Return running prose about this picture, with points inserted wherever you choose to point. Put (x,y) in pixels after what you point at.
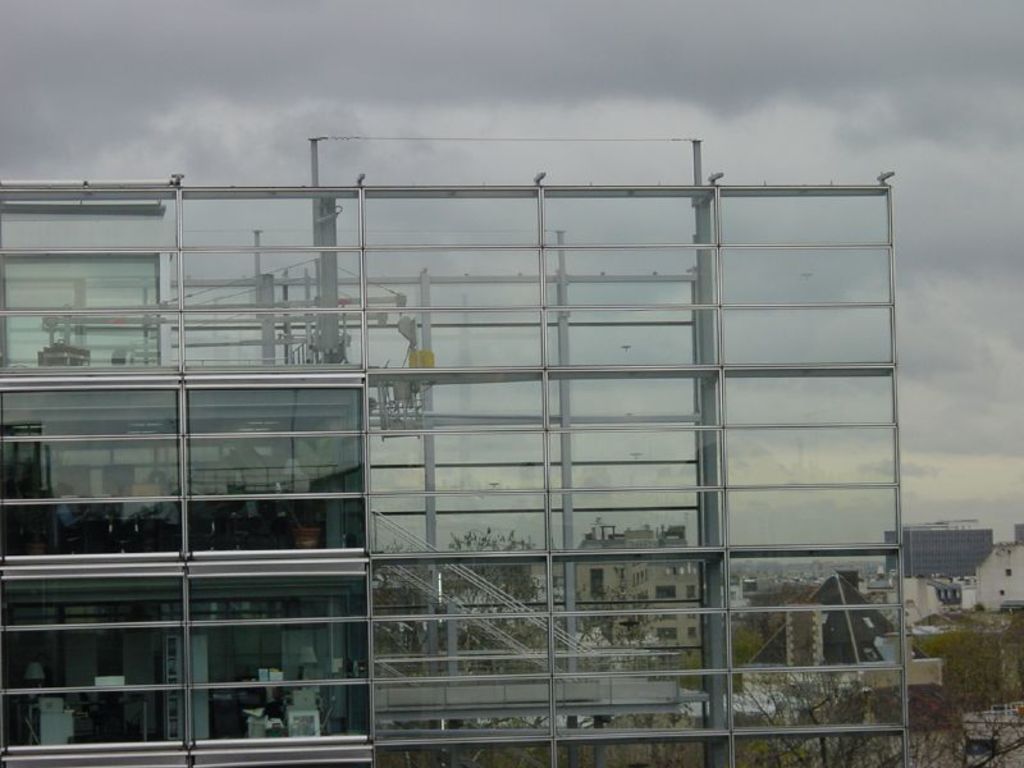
In this image I can see a building (185,577) which is made of glass (544,624). Through the glass windows (279,653) of the building (233,646) I can see few lamps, few plants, few machines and few other objects (143,525) inside the building (434,590). I can see few pipes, few rods (542,555), few buildings (873,634), few trees (946,686) and in the background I can see the sky (778,149).
